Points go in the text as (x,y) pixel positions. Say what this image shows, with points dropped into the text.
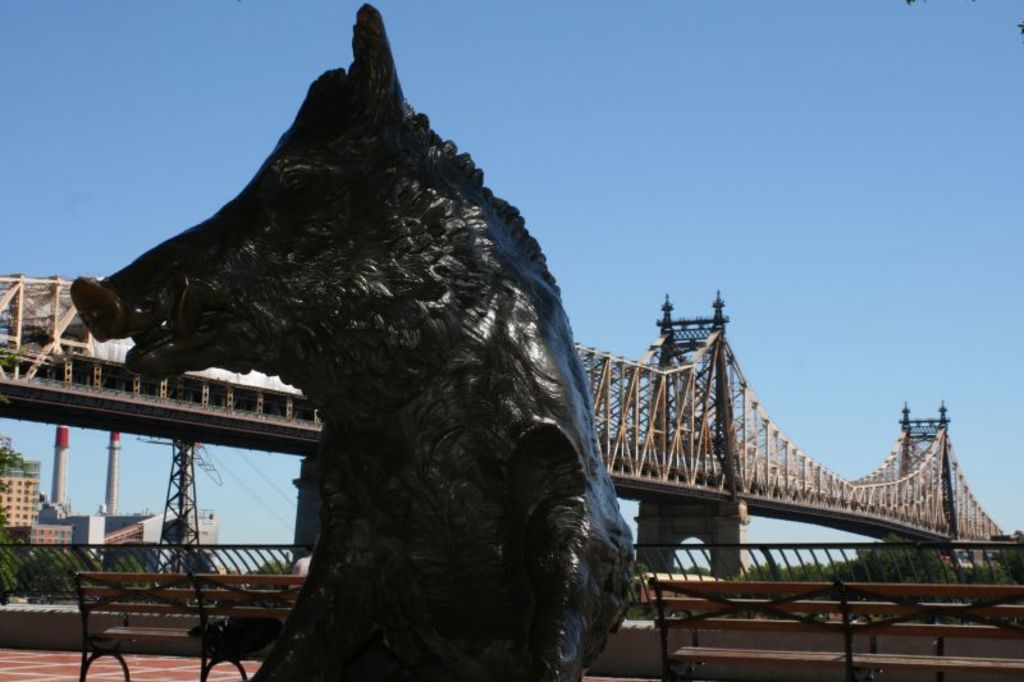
In this picture there is a animal statue (388,365) towards the left (339,454). Towards the right (995,593) there are two benches (909,634), towards the left (164,579) there is one bench (146,593). In the background (622,410) there are trees (2,547), buildings (53,517), a bridge (622,410) and a sky (705,200).
